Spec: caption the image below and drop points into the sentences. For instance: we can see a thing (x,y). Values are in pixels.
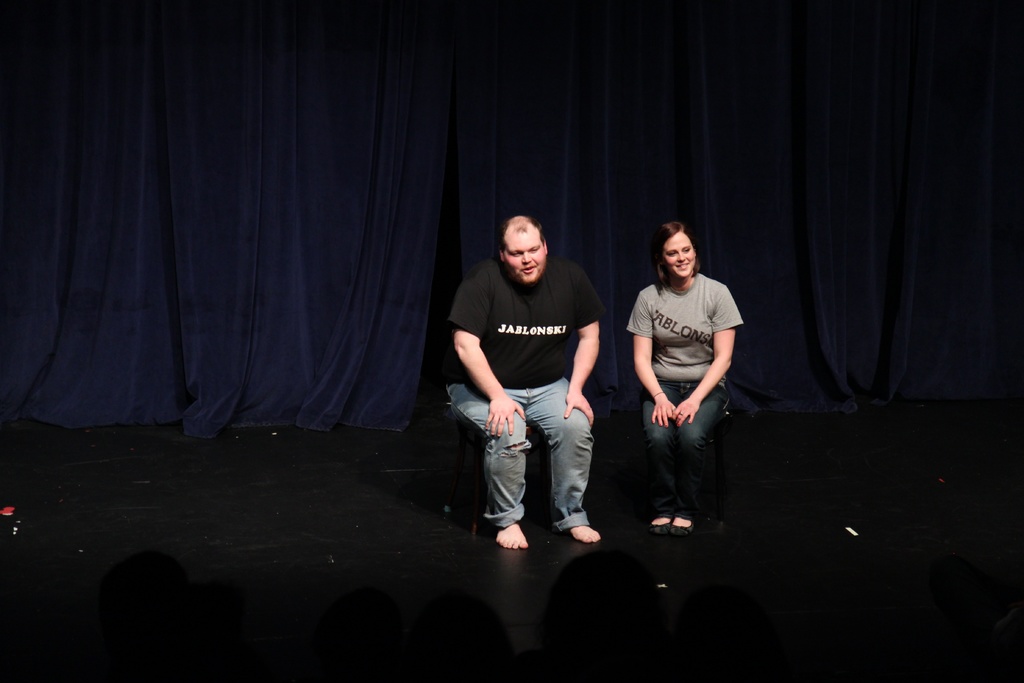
In this image we can see two persons (487,454) sitting on the chair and in the background (518,121) we can see the curtains (508,145).
